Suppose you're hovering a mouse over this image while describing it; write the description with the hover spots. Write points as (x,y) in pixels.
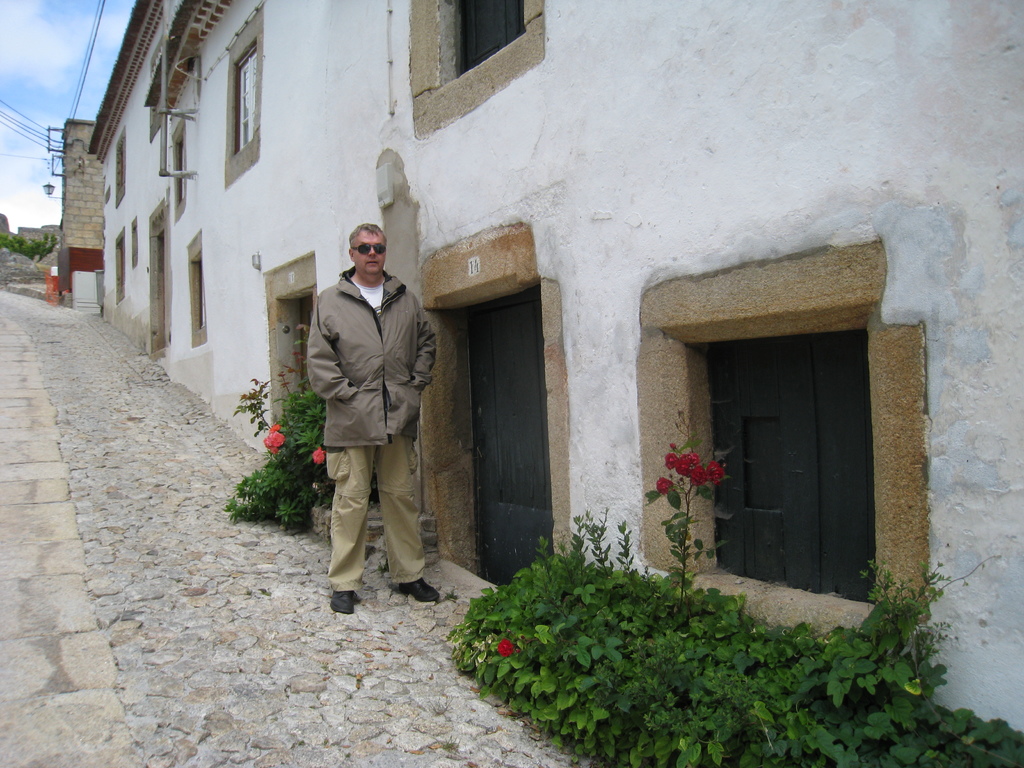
In this image, there is an outside view. There is a person (379,464) in the middle of the image (384,421) wearing clothes (384,421) and standing beside the building (474,240). There are some plants (607,651) in the bottom right of the image (774,726). There is a window (770,456) on the right side of the image (723,398). There is a sky (104,79) in the top left of the image (50,58).
